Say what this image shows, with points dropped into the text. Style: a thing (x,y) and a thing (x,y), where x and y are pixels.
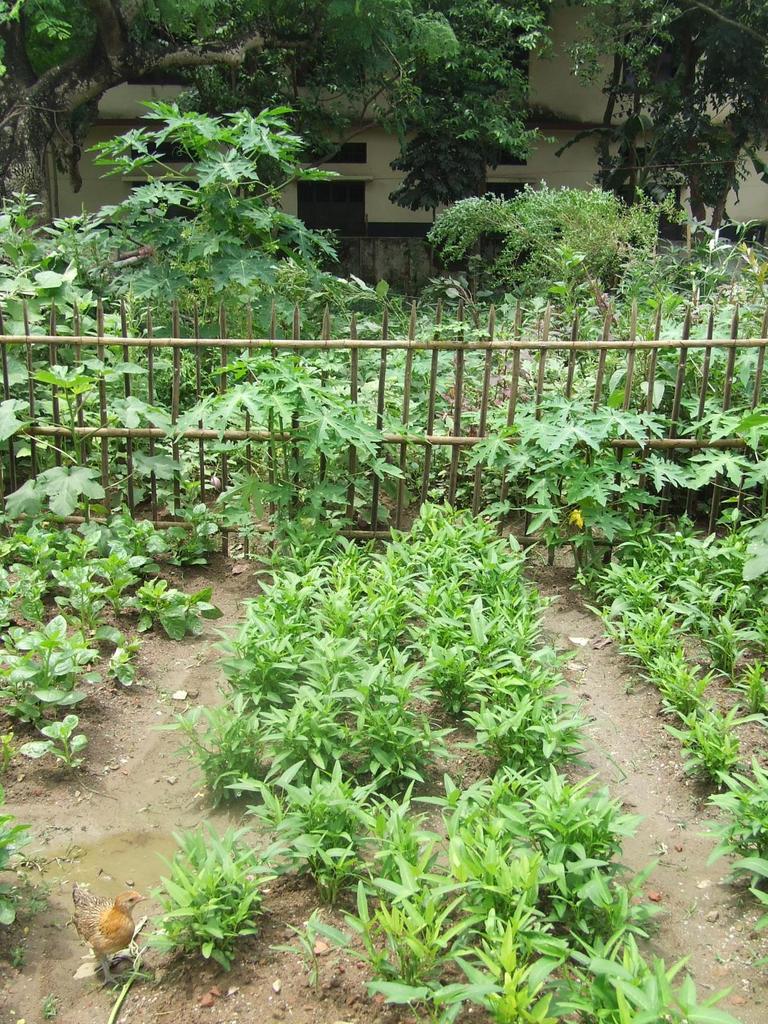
In the picture there is a garden (310,707), there are plants (303,723) present, there is a bamboo fence (591,347) present, behind the fence (567,385) there are trees (151,50), there is a wall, there is a building (355,226).
